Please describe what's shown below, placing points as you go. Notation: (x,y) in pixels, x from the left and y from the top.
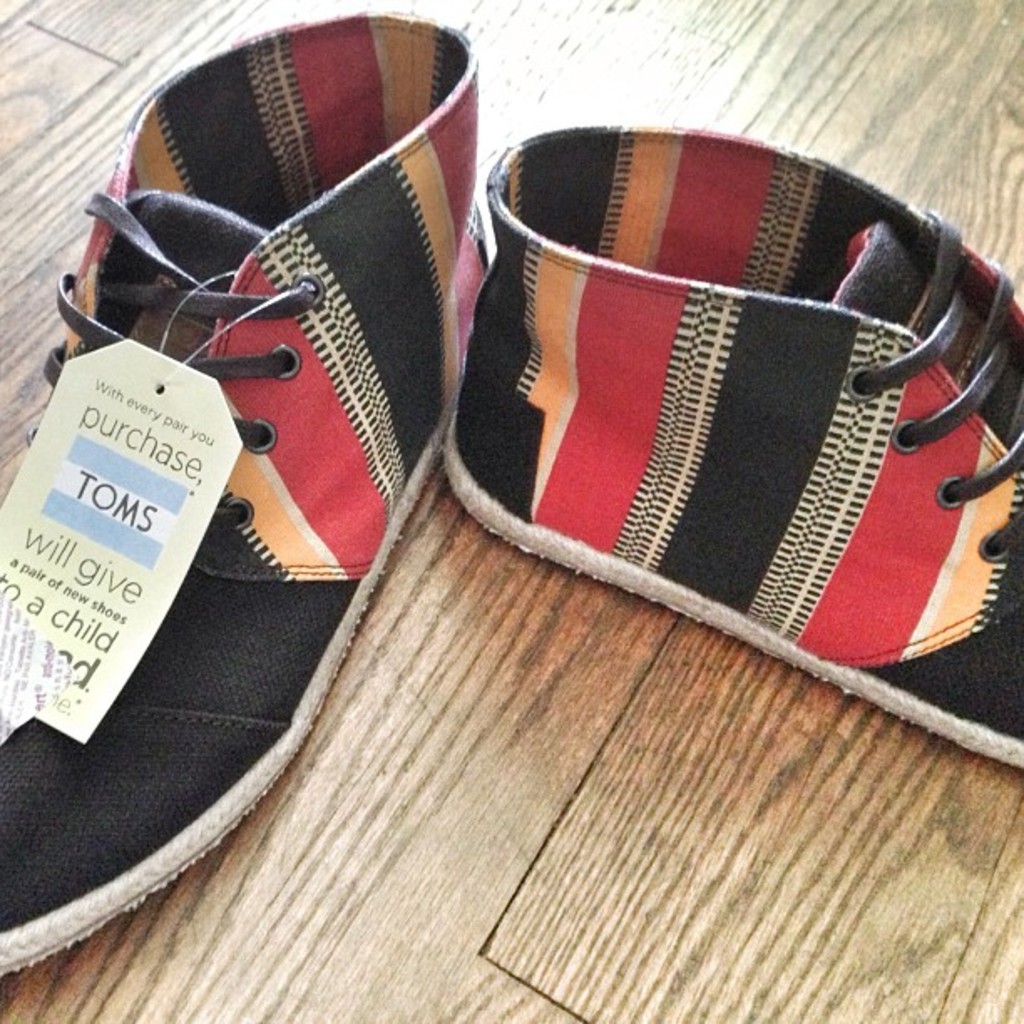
In the center of the image (484,343) there are shoes (440,396) on the wooden surface (370,750).
